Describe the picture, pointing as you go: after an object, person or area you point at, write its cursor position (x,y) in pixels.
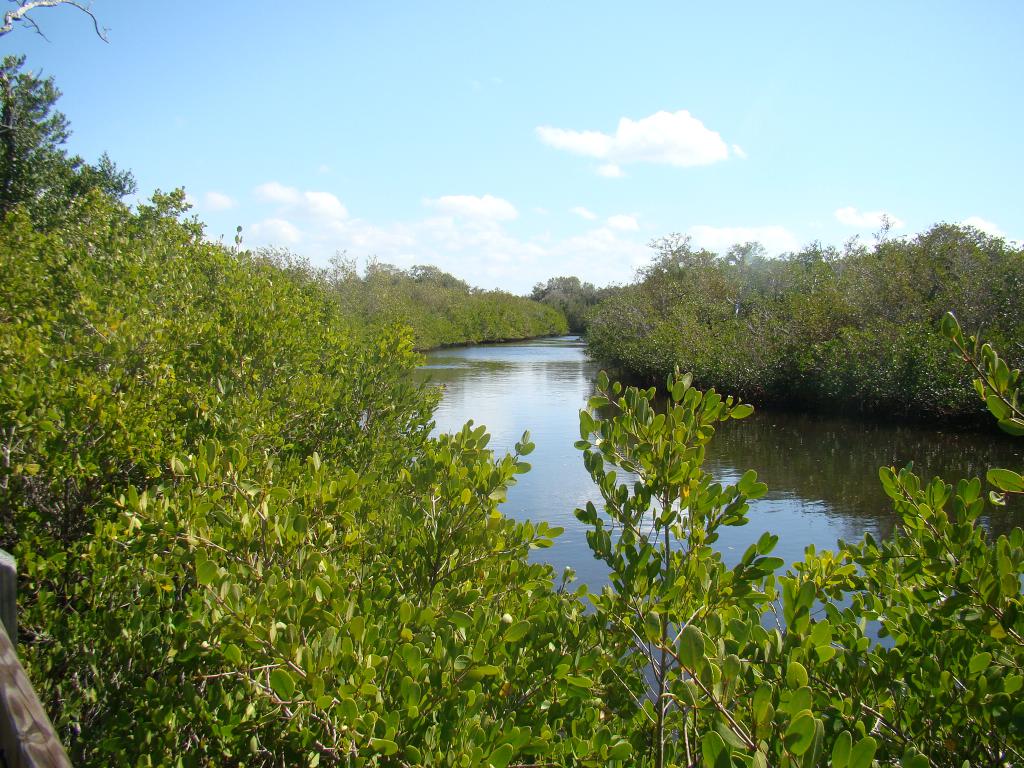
In this picture we can see water (550,375) and trees (516,324). In the background of the image (509,101) we can see the sky (555,154) with clouds (506,233).
